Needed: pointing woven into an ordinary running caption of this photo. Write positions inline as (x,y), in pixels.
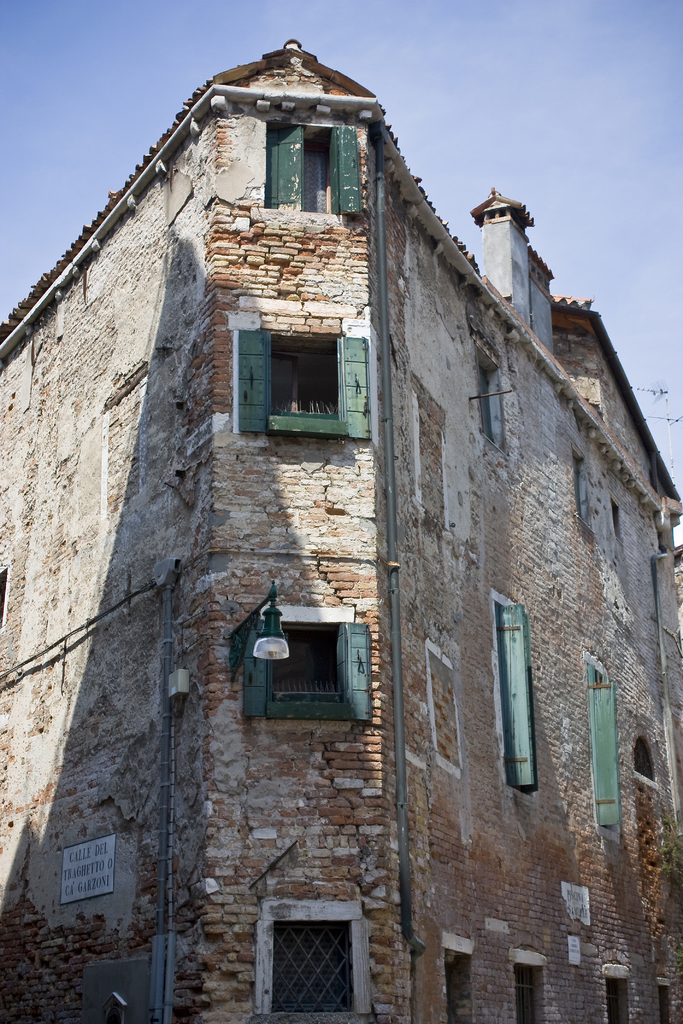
In the image we can see there is a building (408,595) and there are windows (606,805) on the building (446,758). There is a street light pole (265,624) and the sky (447,62) is clear.
